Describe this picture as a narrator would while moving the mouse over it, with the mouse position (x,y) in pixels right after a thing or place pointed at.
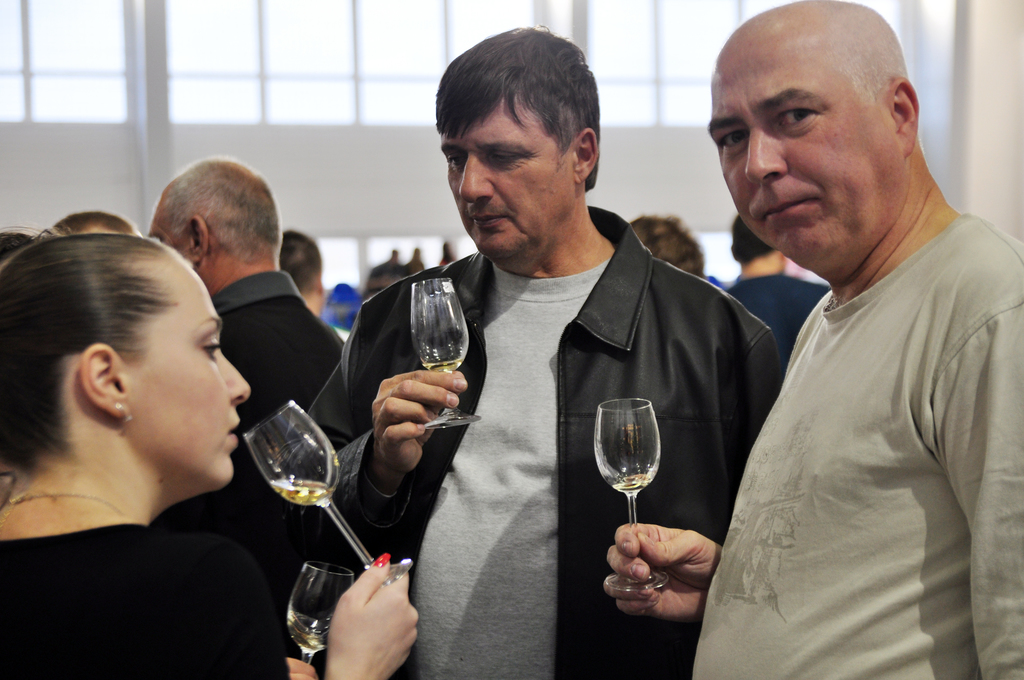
This is the picture of group of people (782,42) standing and holding the glass of wine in their hands (386,377) and in back ground (280,251) there is a building (310,91) and some group of people (264,322) standing.
